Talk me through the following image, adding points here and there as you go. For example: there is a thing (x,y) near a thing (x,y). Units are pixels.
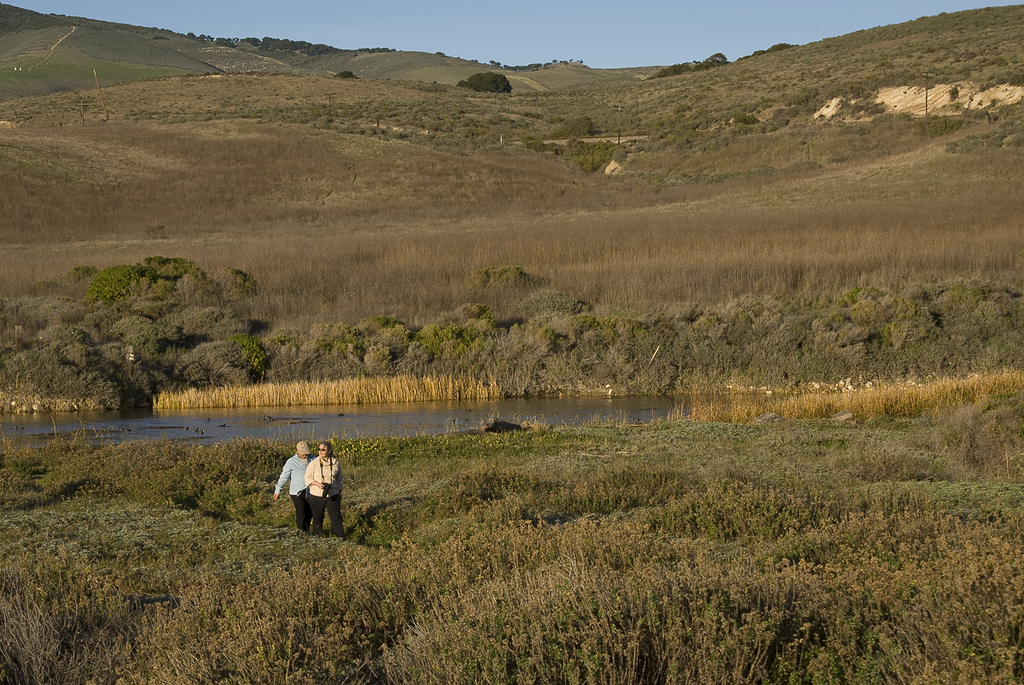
In this image I can see two people (306,504) standing on the ground (287,535). These people (315,532) are wearing the different color dresses (294,496) and one person (297,481) with the cap (303,451). To the back of these people (306,464) I can see the water (387,419) and the trees (413,349). In the background (373,113) there is a mountain (471,100) and the blue sky (487,47).
